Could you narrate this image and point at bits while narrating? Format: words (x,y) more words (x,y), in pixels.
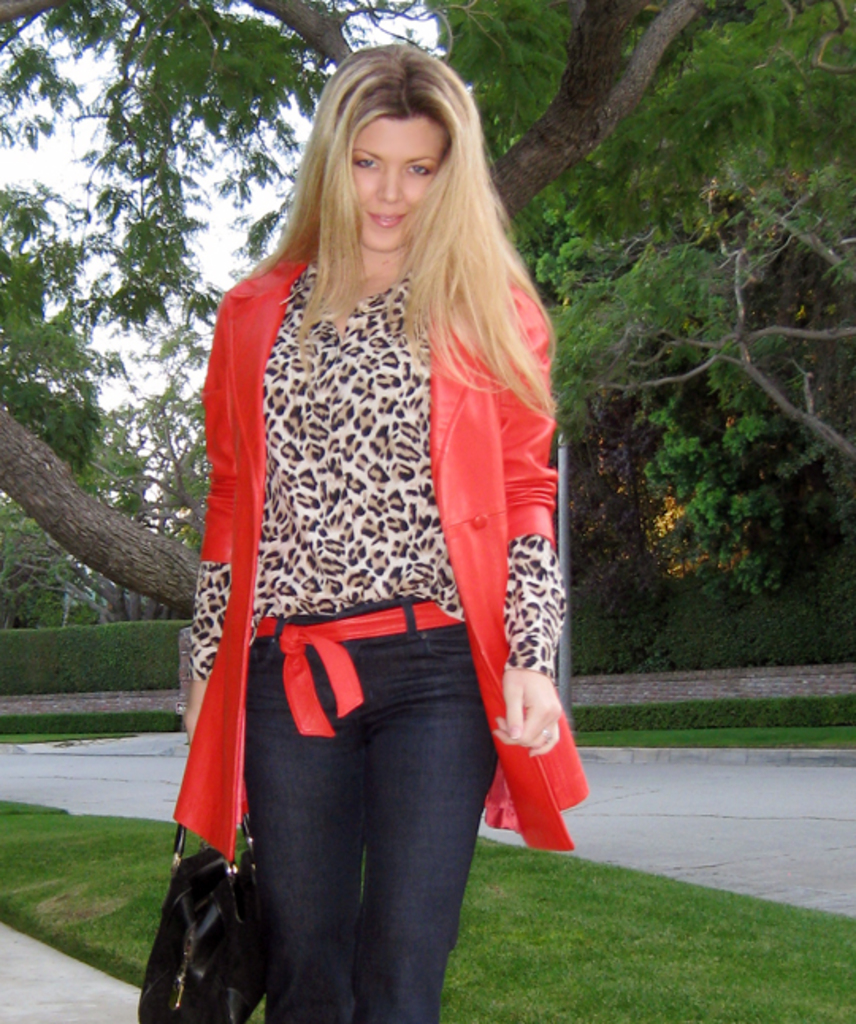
In the middle of the image (422,464) there is a lady (377,403) with red jacket (457,466), blue jeans (409,783) and a red belt (419,620) is standing and holding the bag (191,917) in her hand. Behind her there is a grass (112,903) on the ground (678,940). Behind the grass (659,905) there is a road (621,767). In the background (719,714) there are plants (96,664) and also there are trees (662,430).
